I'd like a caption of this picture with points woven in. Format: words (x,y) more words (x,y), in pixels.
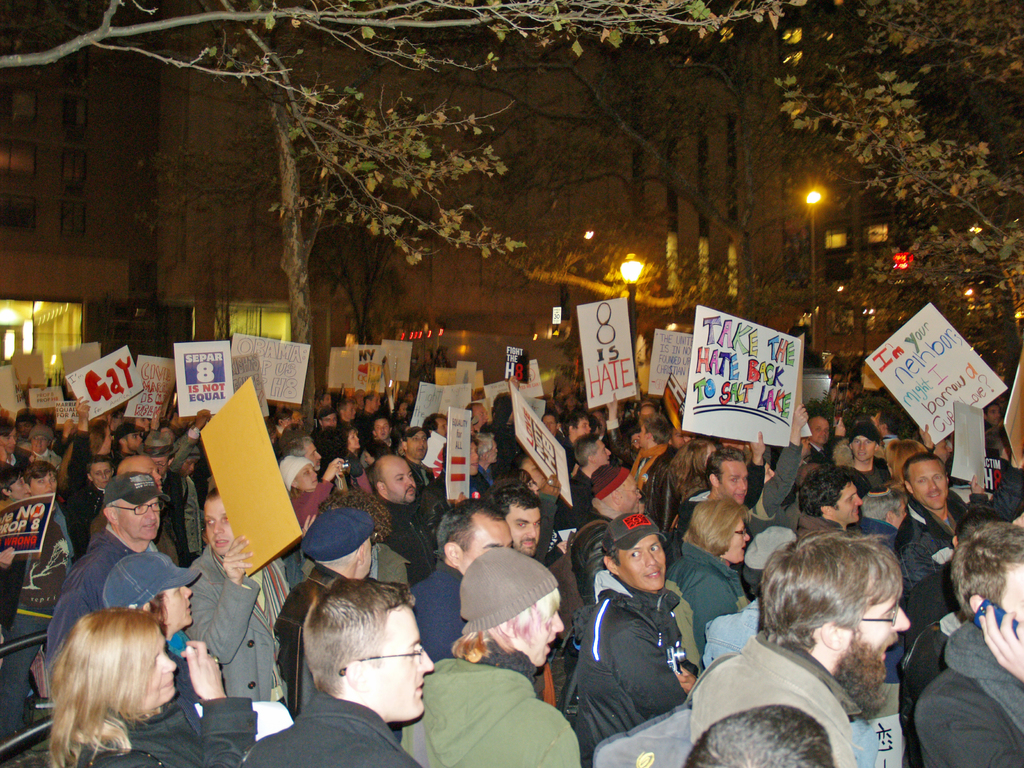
This image is taken outdoors. In the background (204,195) there are a few buildings (609,217). There are a few poles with street lights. There are a few trees (318,27). In the middle of the image (369,506) many people (216,548) are standing on the road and they are holding placards (741,394) in their hands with text (949,395) on them.
